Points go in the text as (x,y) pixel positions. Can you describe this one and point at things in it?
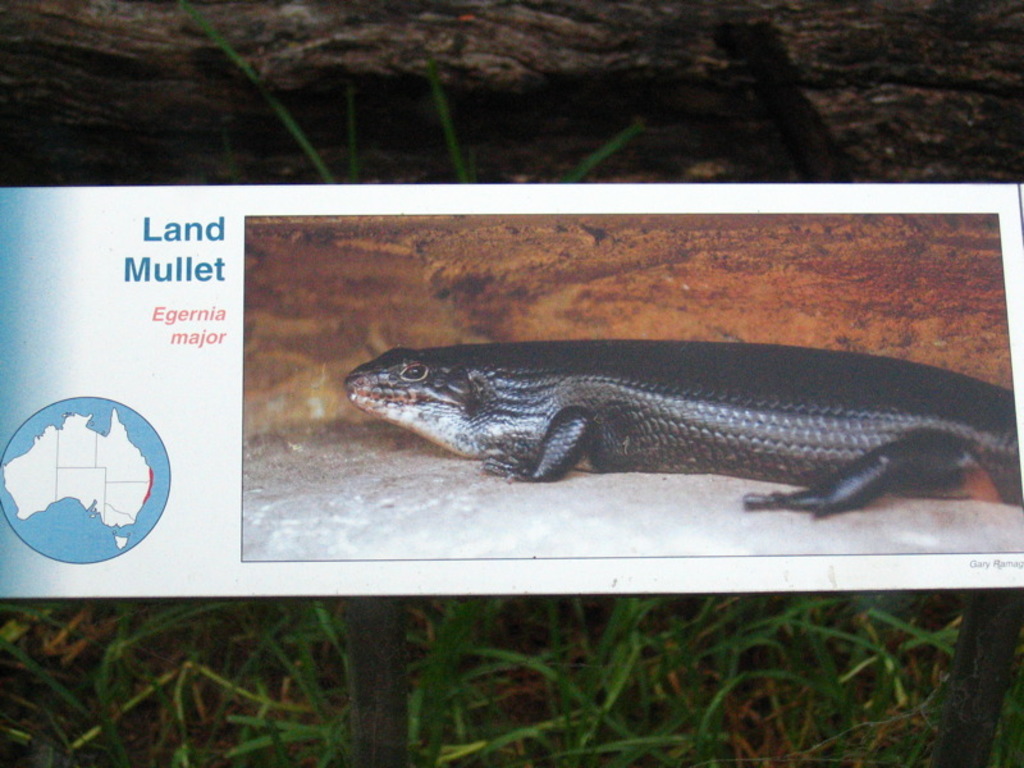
In this image we can see some grass (506,684), a wooden trunk (664,20), a board (514,343) with an animal image (603,407), and some text (184,312) written on it.
